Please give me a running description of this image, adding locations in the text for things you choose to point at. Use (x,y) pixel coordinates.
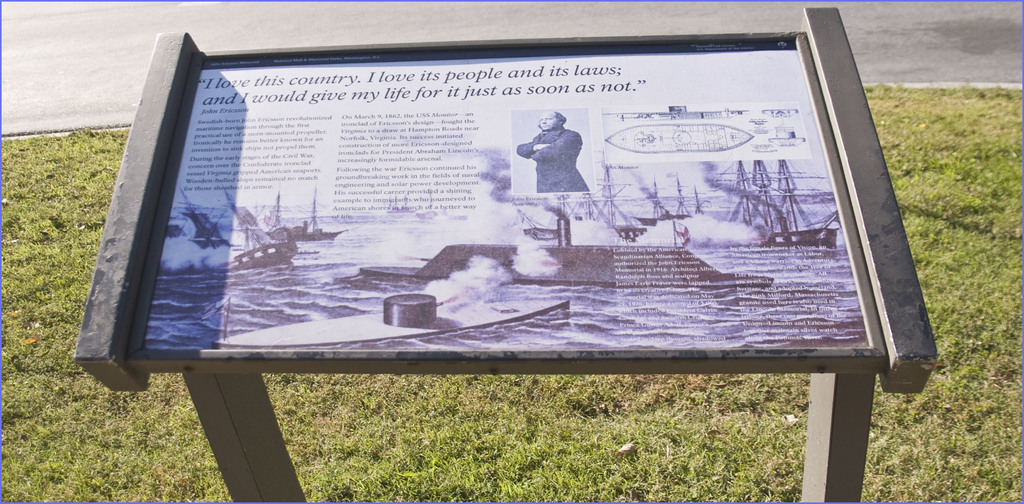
In this picture we can see a frame (394,214) on the stand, and also we can see grass (931,229).
